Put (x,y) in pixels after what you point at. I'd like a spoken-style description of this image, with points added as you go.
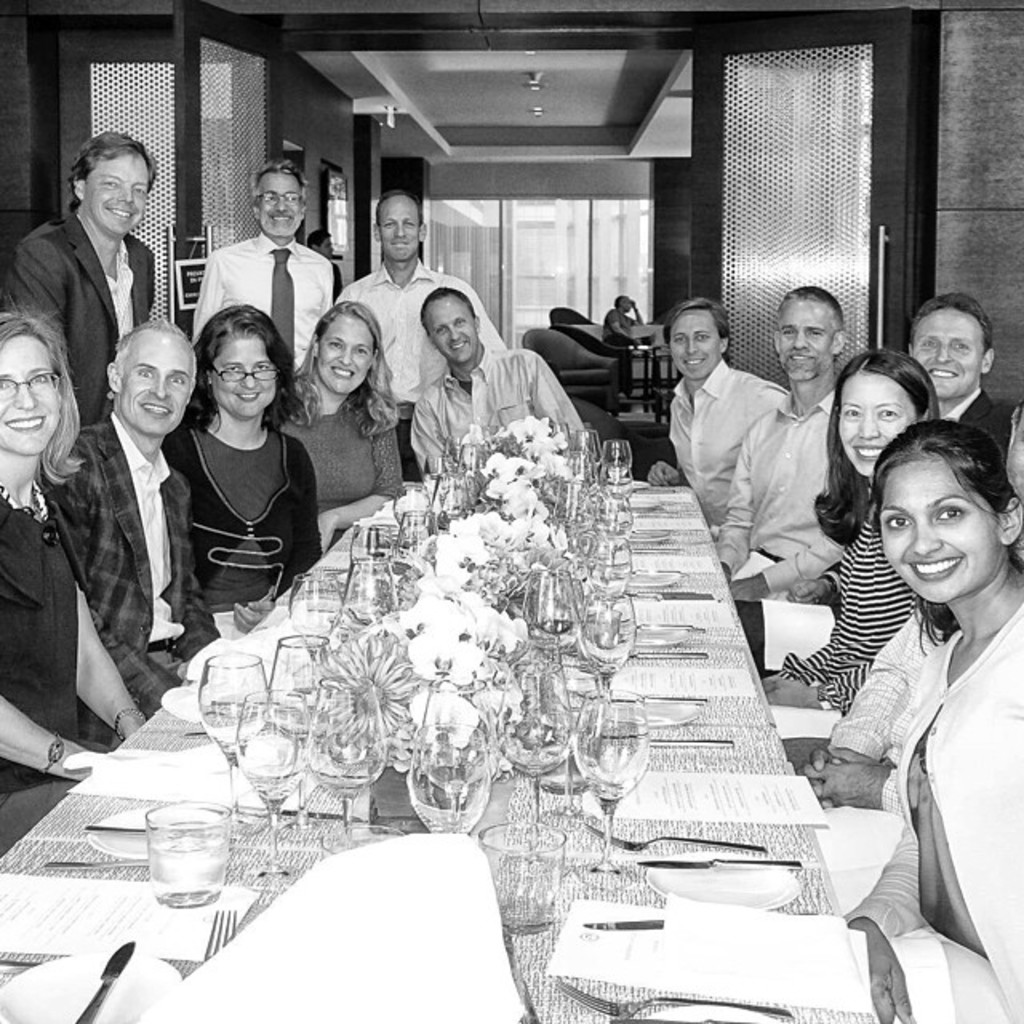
In this image I see number of people (960,347) in which most of them are sitting on chairs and rest of them are standing, I can also see that all of them are smiling and I see a table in front of them on which there are glasses (566,473), flowers (566,473), paper (12,938), plates (17,1007) and spoons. In the background (602,346) I see the door (770,361), few chairs (644,426) over here, a man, ceiling (652,91) and the window glass (486,306).
